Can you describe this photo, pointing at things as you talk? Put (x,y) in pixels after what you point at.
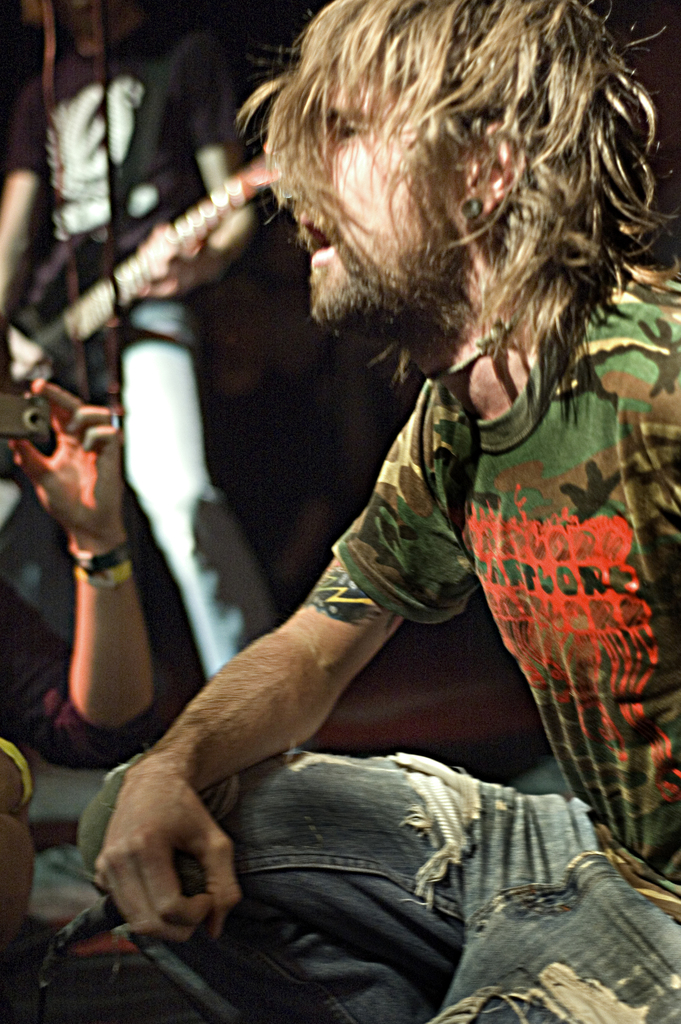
To the right side of the image (658,420) there is a man (567,364) with green t-shirt (573,486) and jeans (441,829) is in sitting position and holding the mic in his hand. And to the left side of the image (120,113) there is a man (161,527) with black t-shirt (64,88) is standing and playing guitar (139,264). To the bottom left of the image (114,702) there is a person hand (98,485) holding the camera (42,420) in the hand (99,508).
